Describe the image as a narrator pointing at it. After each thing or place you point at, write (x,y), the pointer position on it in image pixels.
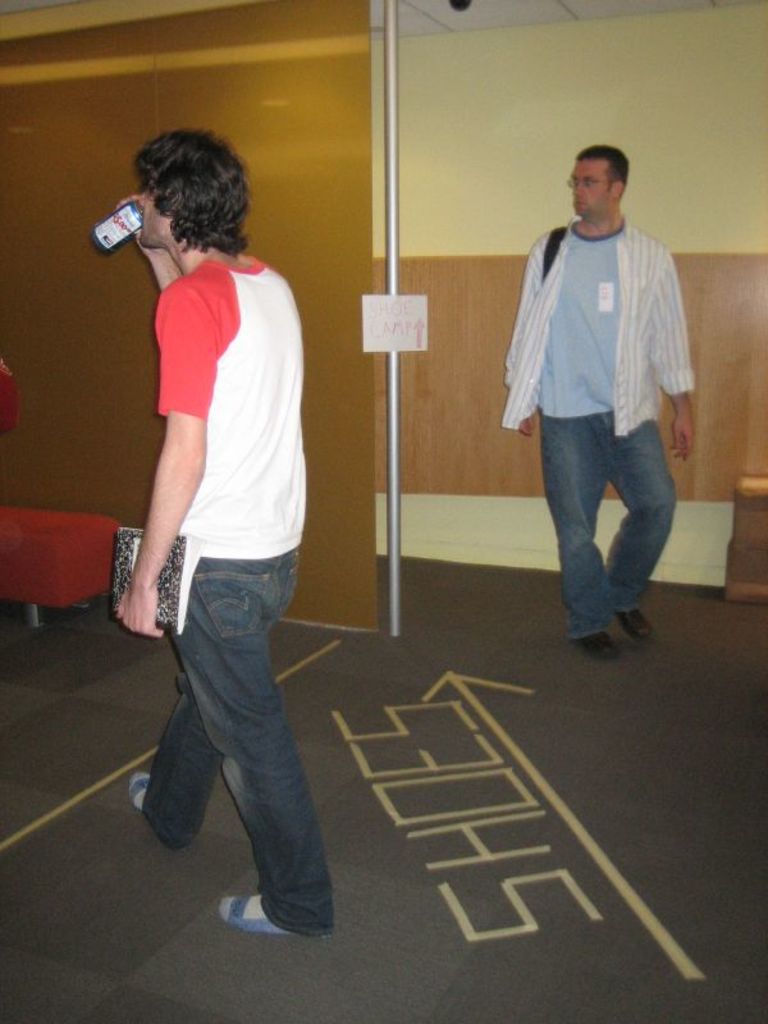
In this image I can see a person (294,332) holding a can (101,232) and book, walking on the floor (123,633) and I can see a another person (616,250) on the right side (594,206), in the middle (400,411) I can see the wall (516,143) and stand (394,241).
